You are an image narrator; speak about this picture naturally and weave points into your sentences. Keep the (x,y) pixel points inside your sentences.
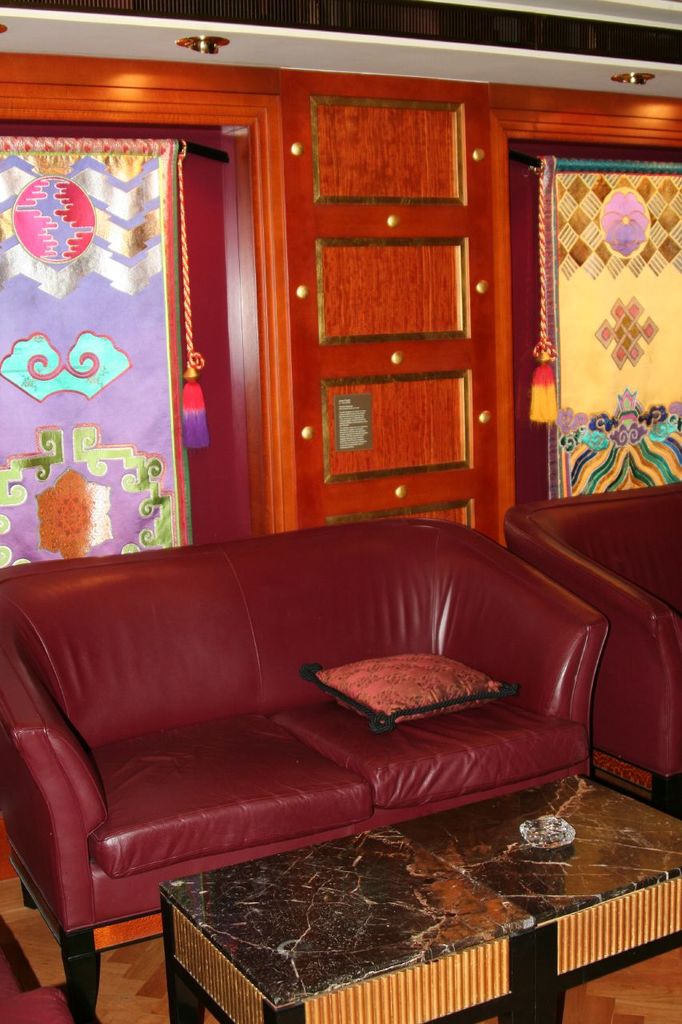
In this image there is a red color sofa (412,613) in middle of this image (312,617). There is a pillow (452,676) on it. There is a table (446,838) at bottom of this image (563,914) and there is an object (559,829) kept on this table (470,942). There is a door (453,301) at top of this image (324,309). there are curtains (109,323) at left side of this image (105,319) and right side of this image (611,293).
